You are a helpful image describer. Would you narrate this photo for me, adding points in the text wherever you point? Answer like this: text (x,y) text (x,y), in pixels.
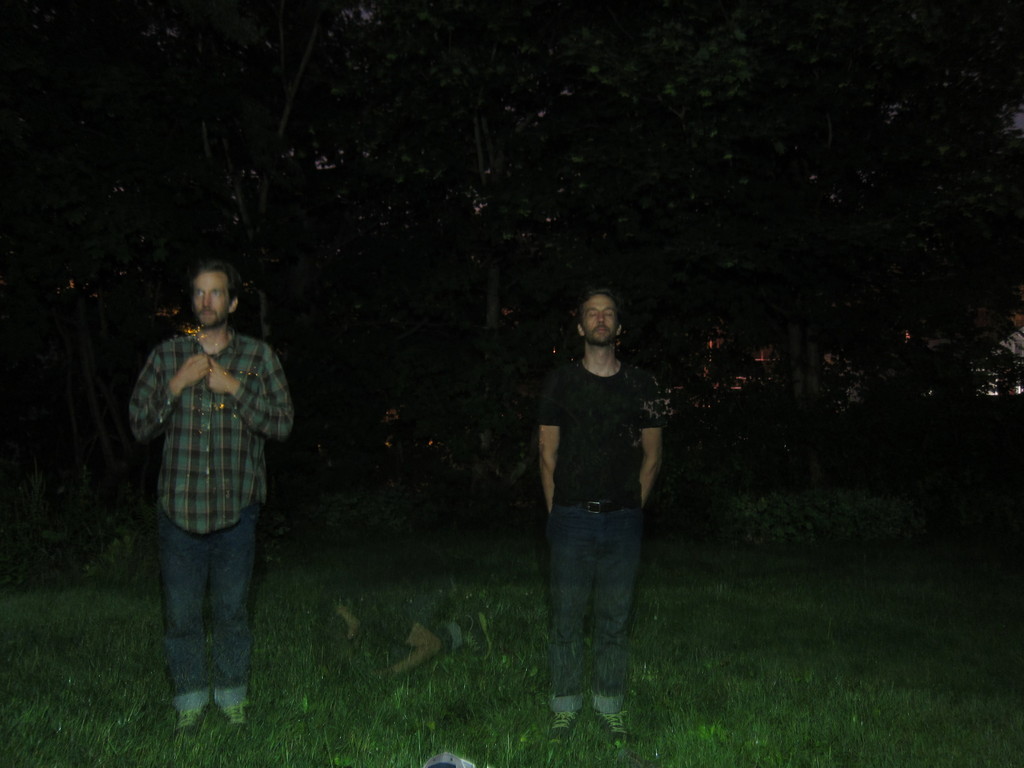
In this image we can see two men (590,478) standing on the grass field (573,753), one person (451,645) is lying on the ground (444,648). In the background (726,215), we can see a group of trees (695,223).
